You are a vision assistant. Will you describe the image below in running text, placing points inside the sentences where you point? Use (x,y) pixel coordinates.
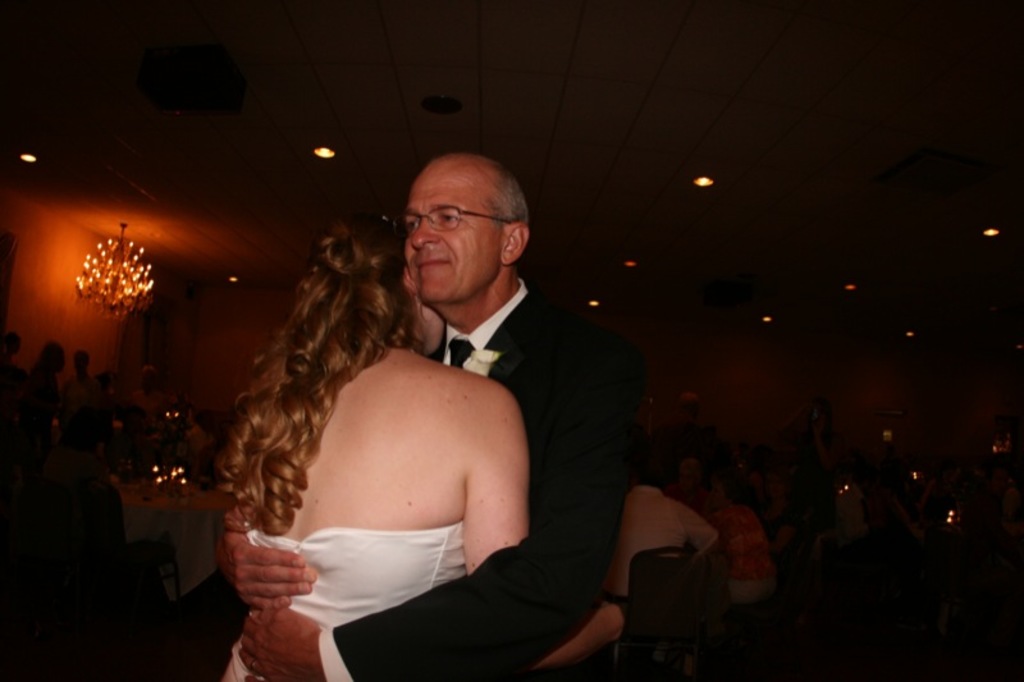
In this image we can see there are two persons (477,407) hugged by each other, back of them there are few people (740,529) sat on chairs (663,563), in front of them there are tables (164,490). At the top of the image (295,164) there is a ceiling (302,141) with lights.
